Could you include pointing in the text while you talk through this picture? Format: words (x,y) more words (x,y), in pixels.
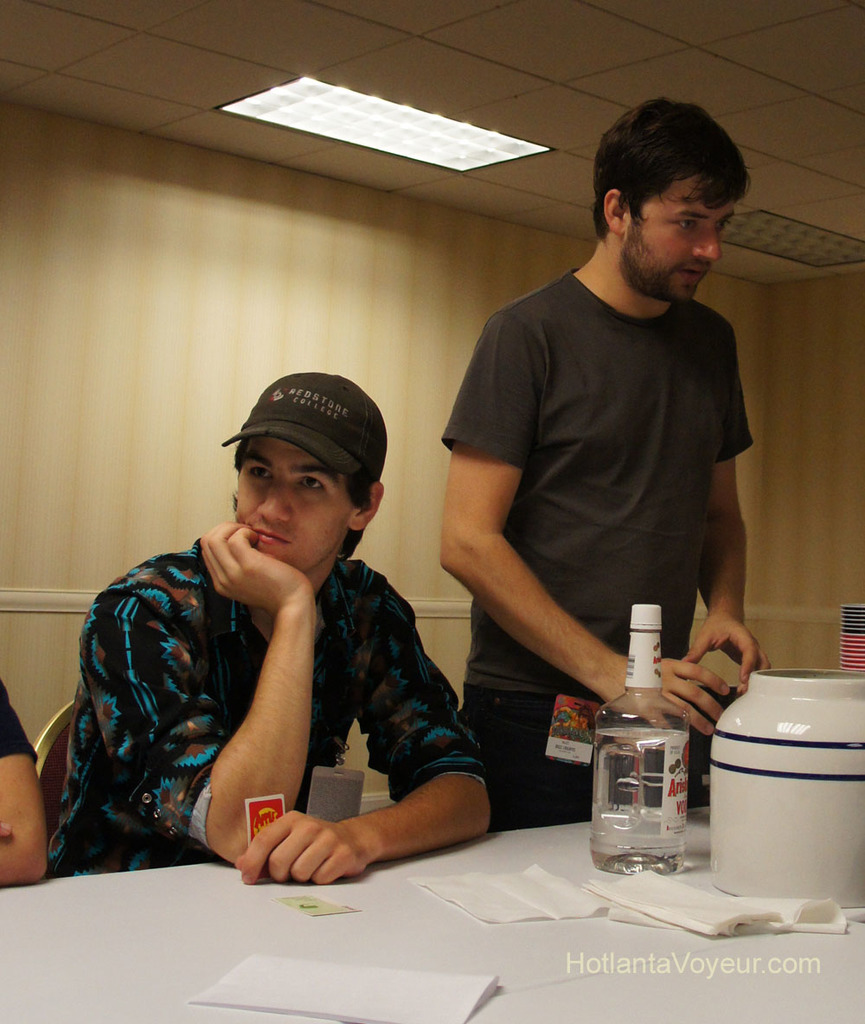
This is the picture inside of the room (502,107). There is a person (468,426) standing and near the bottle (678,760) and there is another person (350,519) sitting on the chair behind the table (186,881). There is a bottle (671,855), jar (807,674), tissues (660,920) and on the table (415,920), at the top (368,144) there is a light (368,144).
